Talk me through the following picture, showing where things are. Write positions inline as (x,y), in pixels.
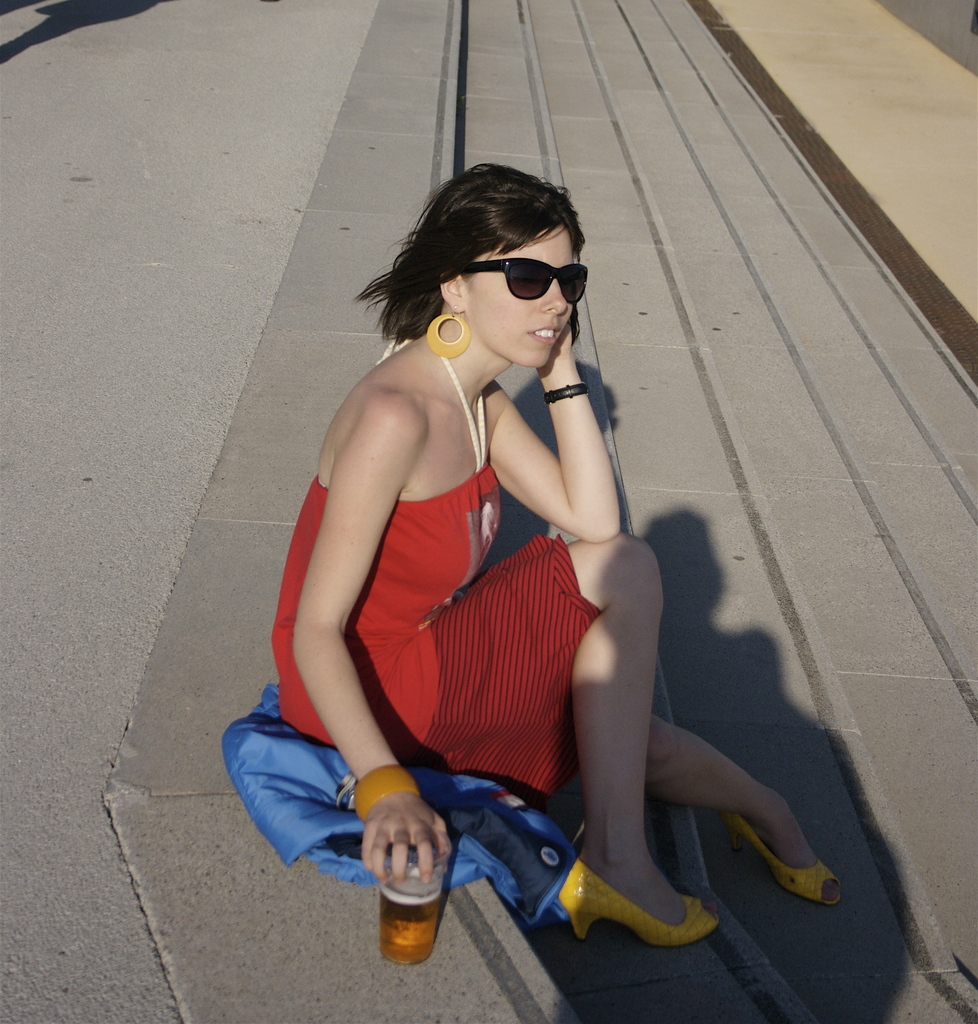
She is sitting on steps (713,684). She is holding a glass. She is wearing a beautiful red color dress (405,565).
